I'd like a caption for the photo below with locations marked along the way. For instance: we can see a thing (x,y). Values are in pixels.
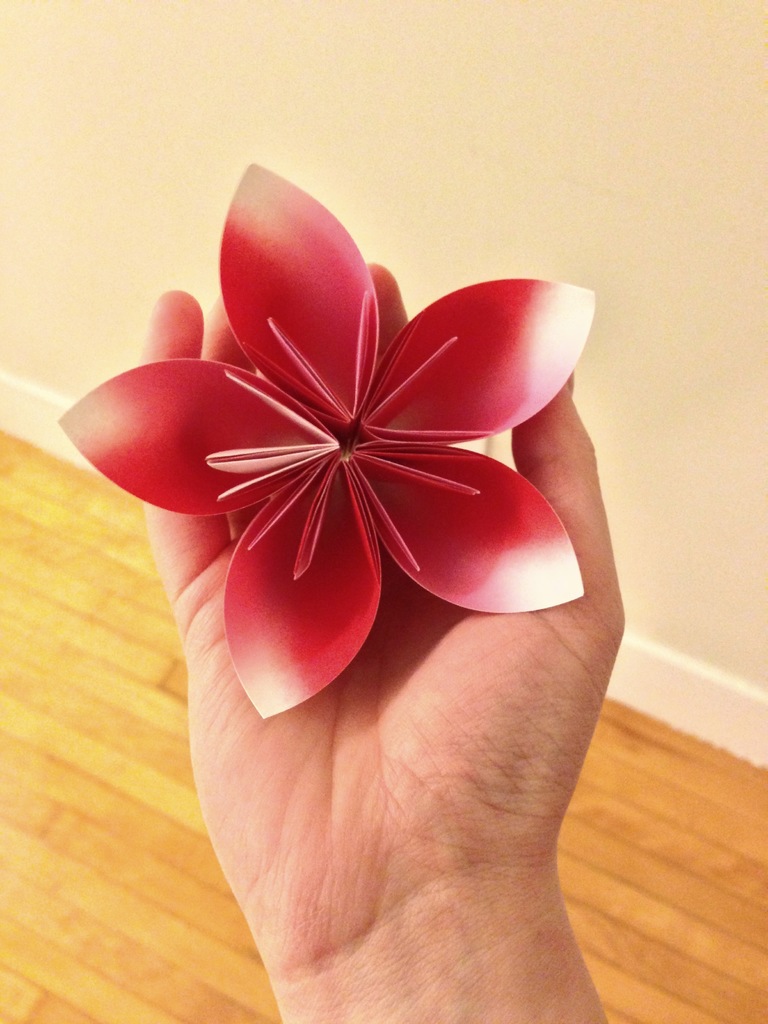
In this image we can see a person's hand (541,863) holding a red color paper flower (367,336). In the background of the image (746,486) we can see wooden floor (175,951) and the wall (607,104) in white color.
